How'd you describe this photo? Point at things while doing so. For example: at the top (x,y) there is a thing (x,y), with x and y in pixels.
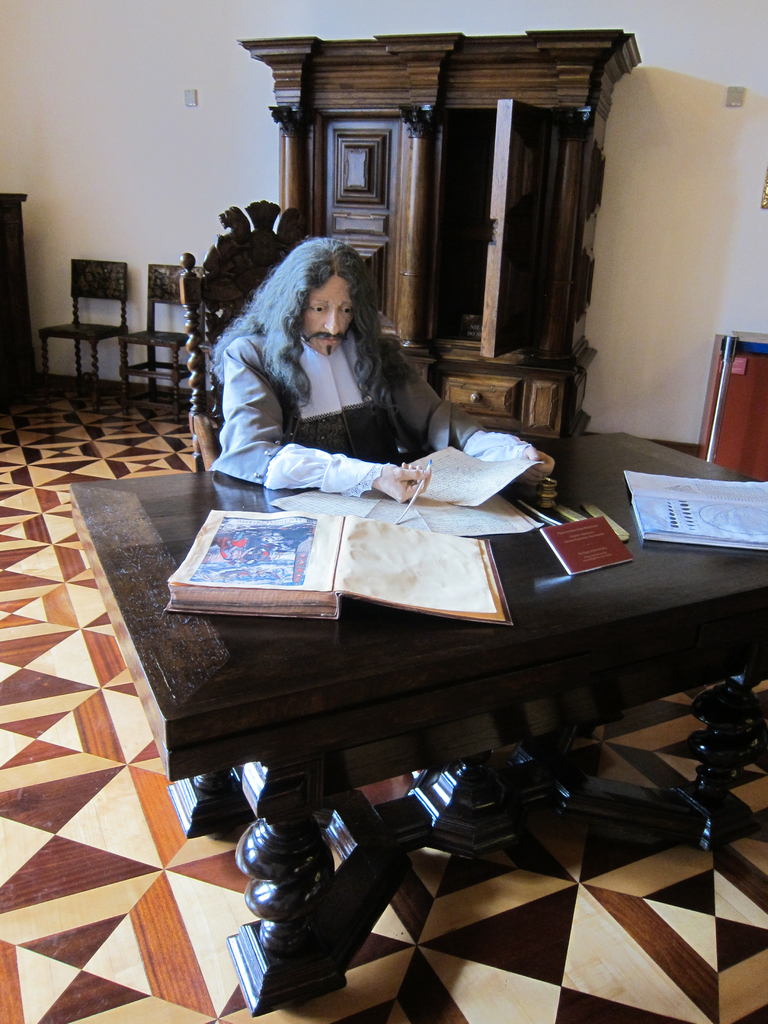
In this image we can see a doll (287,361) on the chair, in front of it, we can see a table (457,761), on that we can see some books (658,531), papers (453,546), pens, there is a wooden cupboard (437,185), chairs (104,288), and some other objects (3,320). Also, we can see the wall (135,115).
